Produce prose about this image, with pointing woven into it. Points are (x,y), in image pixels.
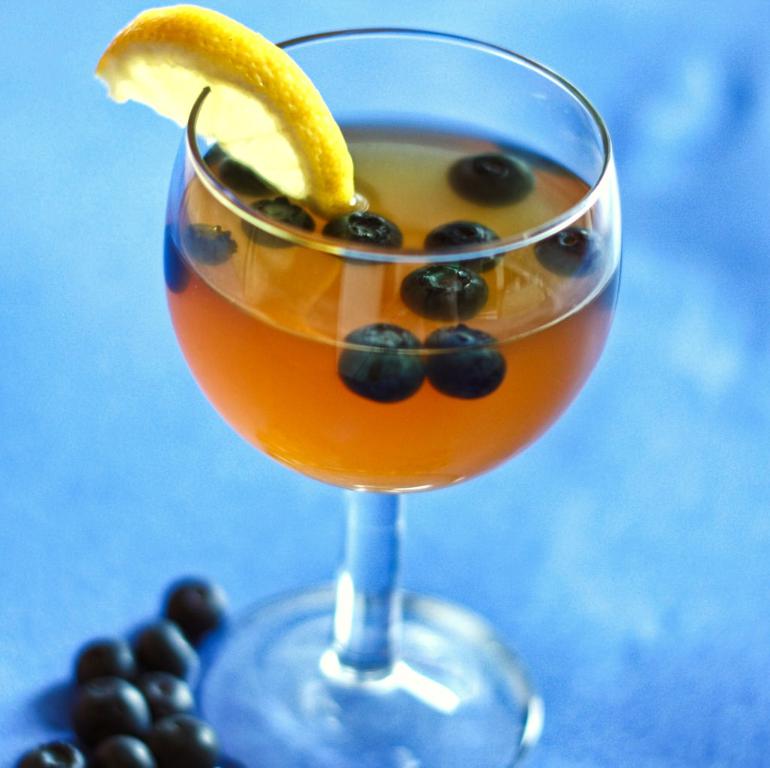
In the center of this picture (431,278) we can see the glass (462,39) of a drink (379,288) containing berries (435,313) and we can see the sliced lemon (316,125) is placed on the edge (190,133) of the glass (217,199) and we can see the berries (179,652) and some other object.
